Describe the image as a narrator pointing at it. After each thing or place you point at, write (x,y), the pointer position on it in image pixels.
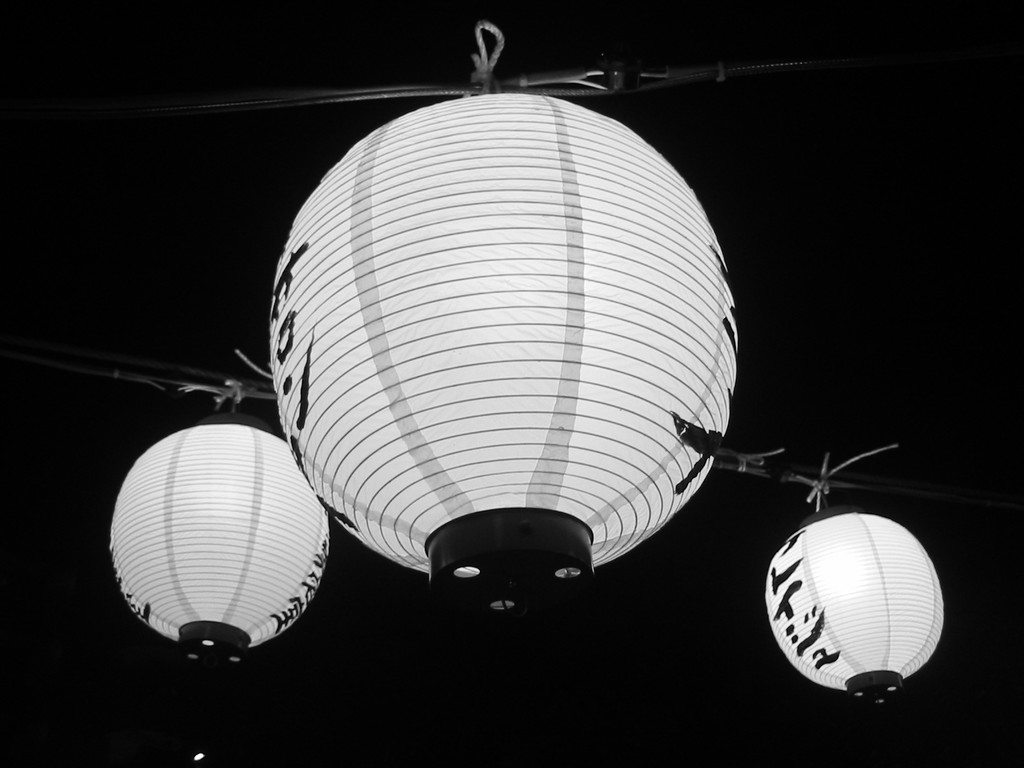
In this picture we can observe three spheres (869,618) which were in white color. We can observe black color stripes (463,365) on these three spheres (461,495). They were tied to wires (466,89). The background (105,283) is completely dark.
